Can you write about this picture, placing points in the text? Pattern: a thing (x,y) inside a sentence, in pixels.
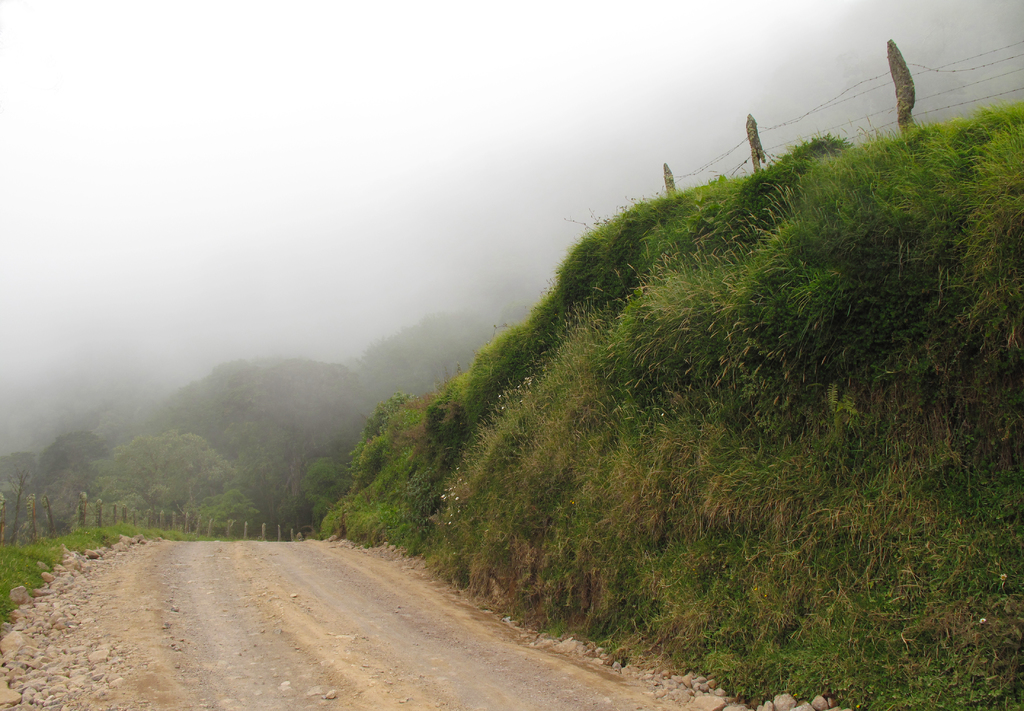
In the center of the image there is road (462,605). To the left side of the image (78,534) there is grass (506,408). In the background of the image (282,459) there are trees (156,456).
